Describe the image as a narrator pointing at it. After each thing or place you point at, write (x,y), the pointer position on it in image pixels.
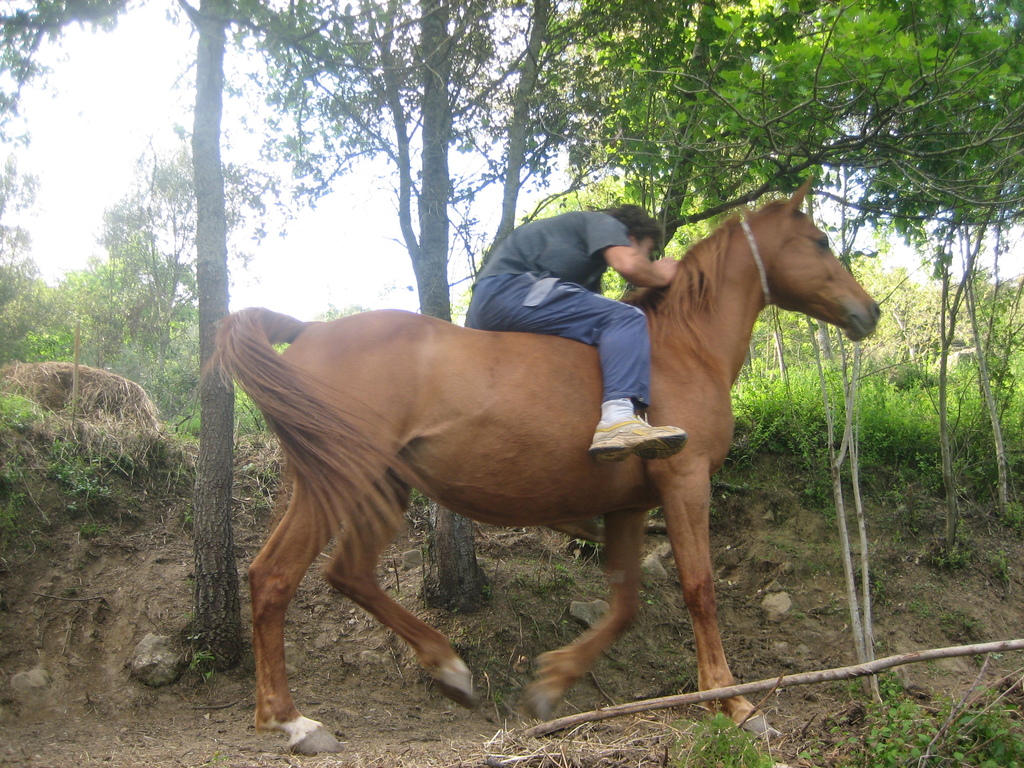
Men (554,227) in blue t-shirt (587,236) is riding horse (679,565). Behind him, we see many trees (186,290). I think this picture might be clicked in forest (453,544).
